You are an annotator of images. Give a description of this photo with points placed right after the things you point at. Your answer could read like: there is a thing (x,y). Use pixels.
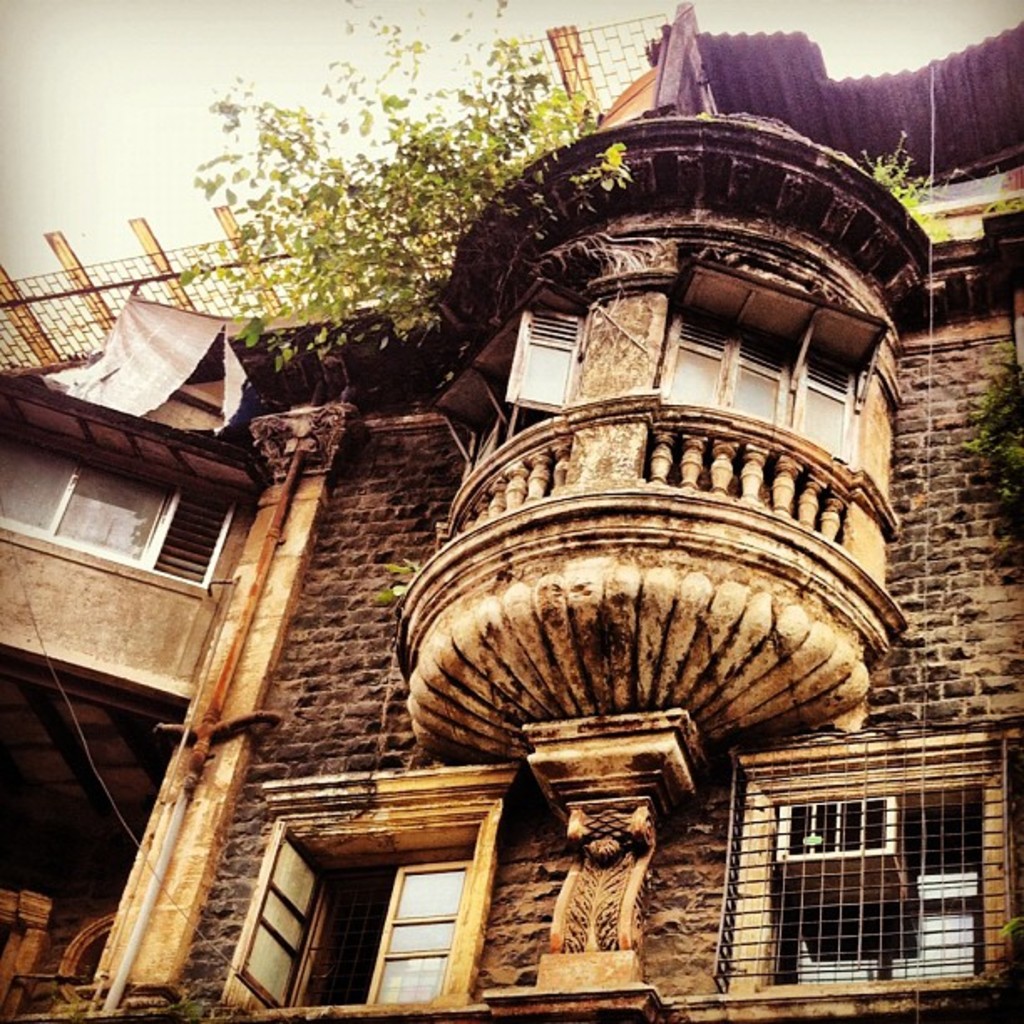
In this image I see a building (522,551) on which there are windows (20,479) and I see a wire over here. In the background (290,331) I see the plants (397,102).
